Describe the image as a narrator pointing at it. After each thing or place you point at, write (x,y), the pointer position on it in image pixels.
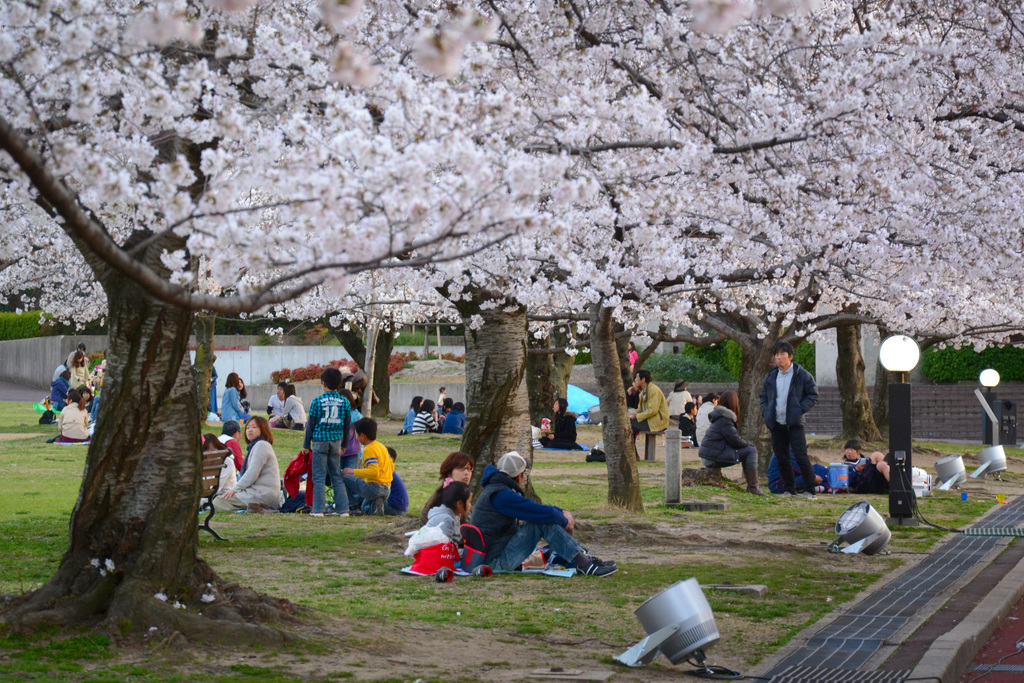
In the image there are few trees (232,229) with beautiful white flowers (402,159), under the trees (492,346) many people (797,376) were sitting on the grass (595,590) and on the right side (863,540) there are few lights (942,475) kept on the ground (830,623).
